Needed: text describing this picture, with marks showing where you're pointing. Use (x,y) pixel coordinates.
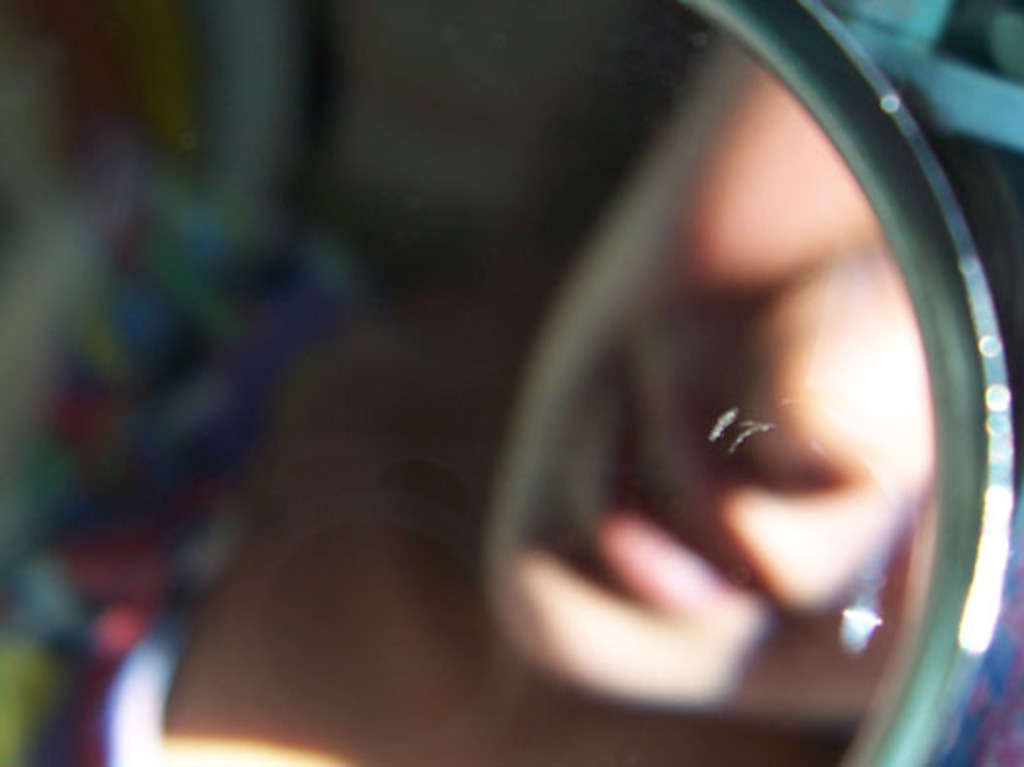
In this image I can see the person's face (626,529) in the mirror (644,533). But it is blurry.
